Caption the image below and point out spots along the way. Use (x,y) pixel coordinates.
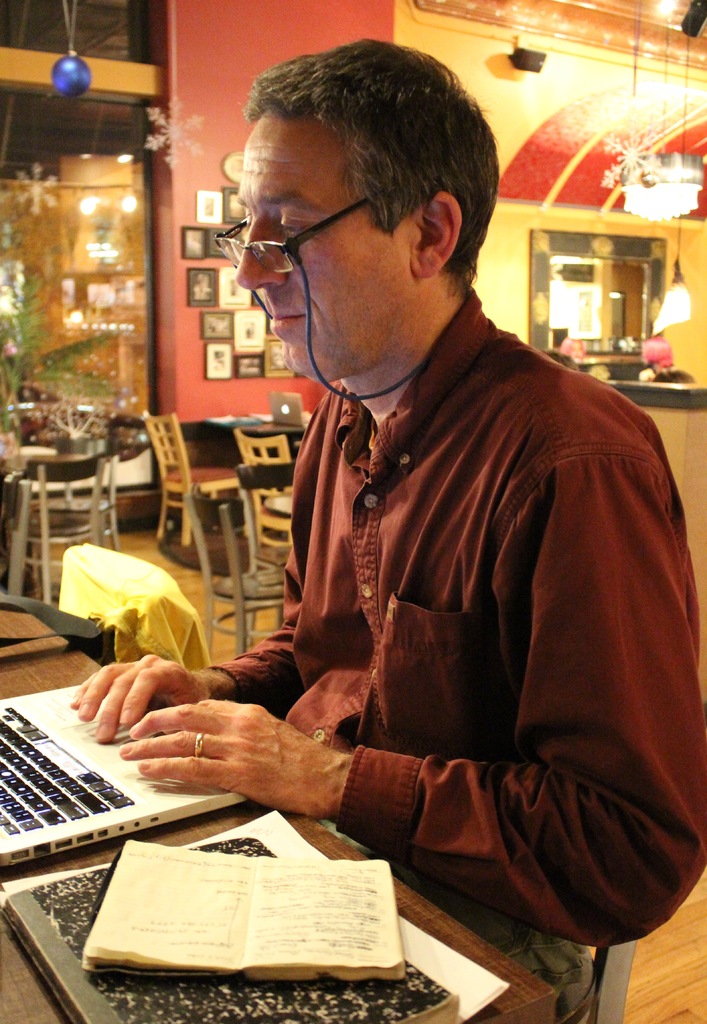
This picture shows a man (383,78) seated and working on a laptop (54,762) in a store (17,74).
